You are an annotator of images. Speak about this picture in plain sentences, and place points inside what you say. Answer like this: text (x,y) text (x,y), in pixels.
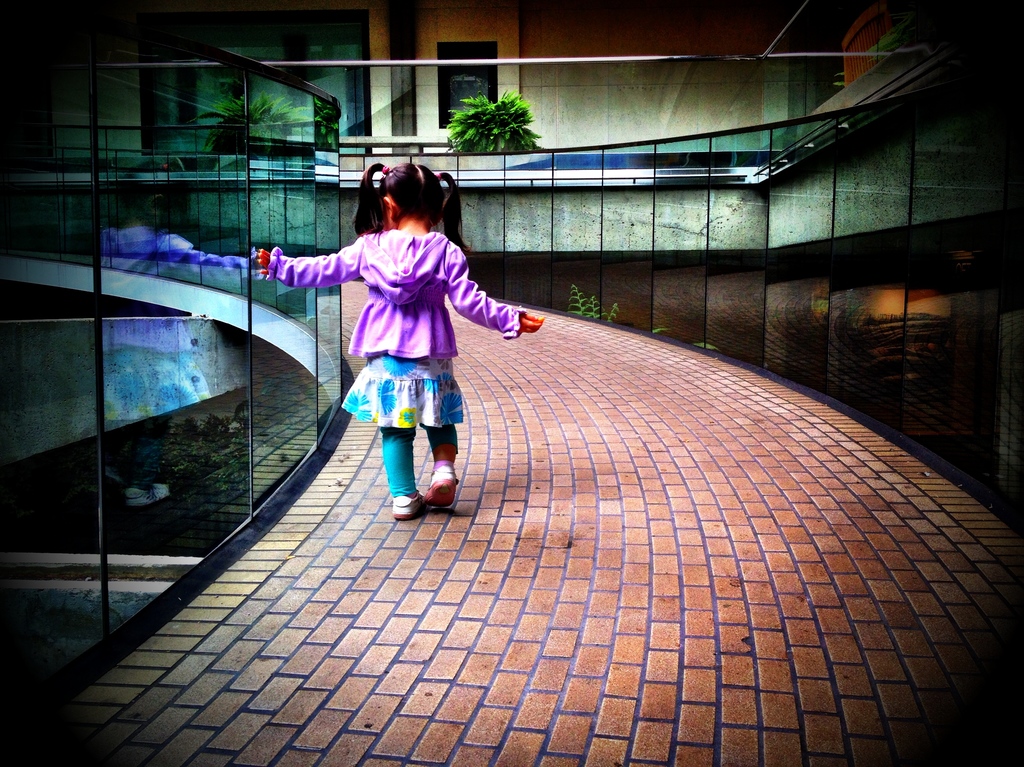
In this picture there is a girl (427,380) walking on the road (605,427). At the back (368,14) there is a building (429,120) and plant (491,110). There is a mirror wall (331,352) on the either side of the road (834,500).
